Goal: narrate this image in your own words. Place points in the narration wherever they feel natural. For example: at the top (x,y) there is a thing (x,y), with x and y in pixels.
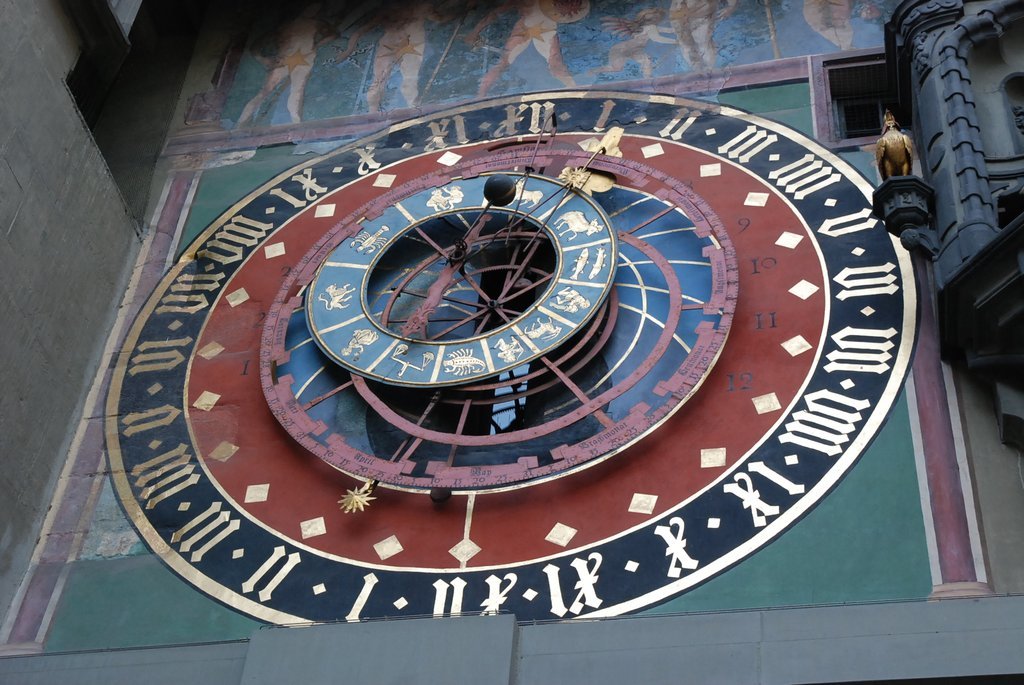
In this image I can see a huge clock (578,266) which is blue, black, maroon and white in color. To the right side of the image (904,166) I can see a statue (902,150) which is gold in color of a bird (893,141). To the top of the image (625,60) I can see the painting (550,49) of few persons (512,58).
